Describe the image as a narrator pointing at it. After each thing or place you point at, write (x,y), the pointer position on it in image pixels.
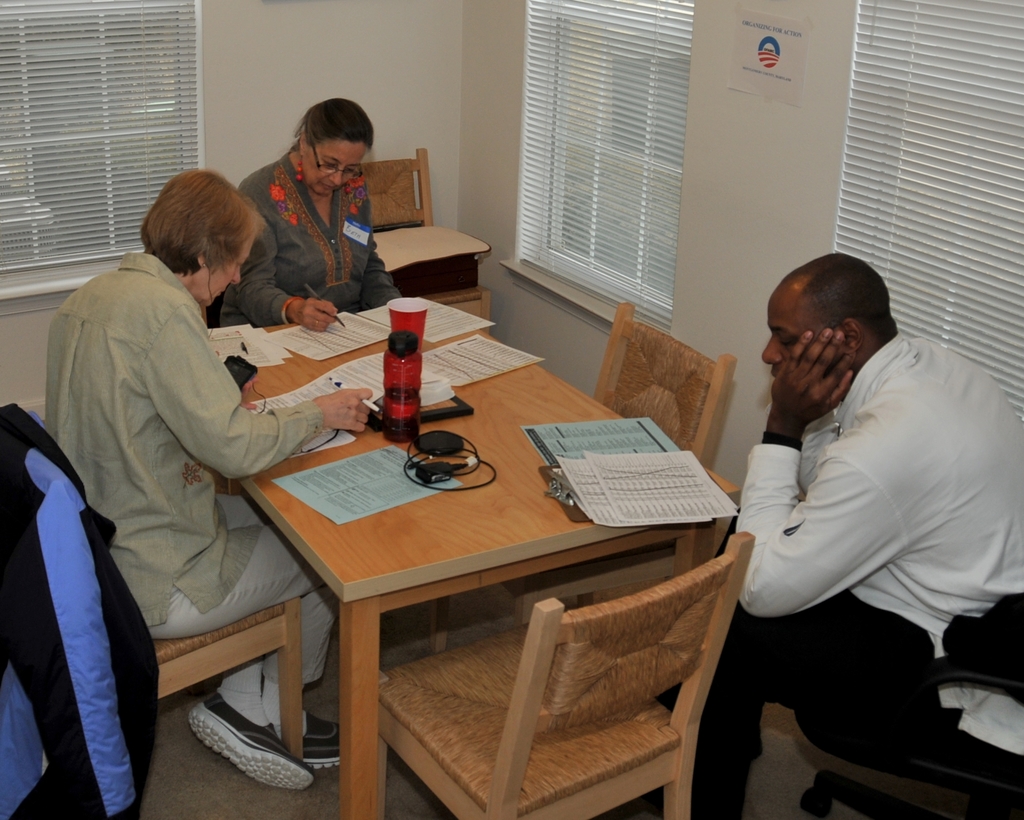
In this image I can see a table (530,373), on the table (305,374) I can see papers (437,333), bottle (401,424), cable wires (419,459) kept on it, around the table (299,528) I can see three persons (783,430) sitting on the chair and I can see the wall (495,56) and the window (530,73) visible in the middle (641,292).
